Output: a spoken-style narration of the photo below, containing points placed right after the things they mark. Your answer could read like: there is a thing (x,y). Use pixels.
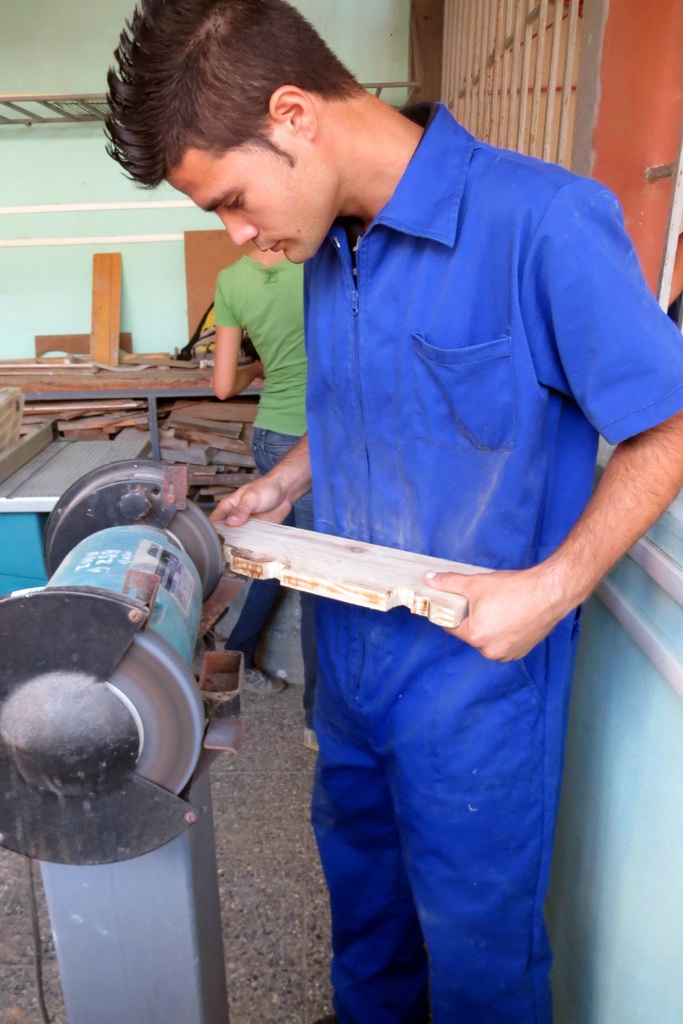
In this image I can see the person (538,219) standing and holding some object (392,583). In front (10,749) I can see the machine (59,756), background (264,280) I can see the other person (261,354) standing, few wooden objects (194,424), the railing (513,59) and the wall (97,160) is in blue and white color.
